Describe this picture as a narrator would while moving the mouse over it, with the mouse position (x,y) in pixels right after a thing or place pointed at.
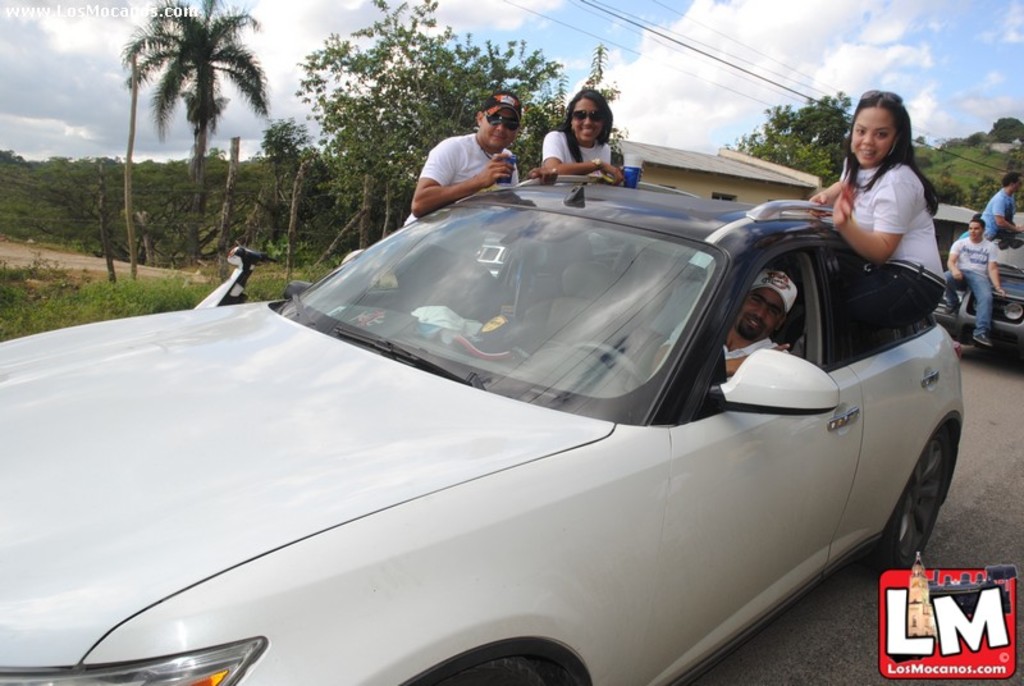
In this image there are people (595,130) sitting in the car (647,297). Beside the car (236,329) there is a bike (236,306). On the left side of the image (193,280) there is grass (138,298) on the surface (106,315). In the background of the image (233,194) there are trees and sky (691,42). There is some text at the top of the image (165,5). There is a watermark (1005,618) at the bottom of the image (1003,632).
